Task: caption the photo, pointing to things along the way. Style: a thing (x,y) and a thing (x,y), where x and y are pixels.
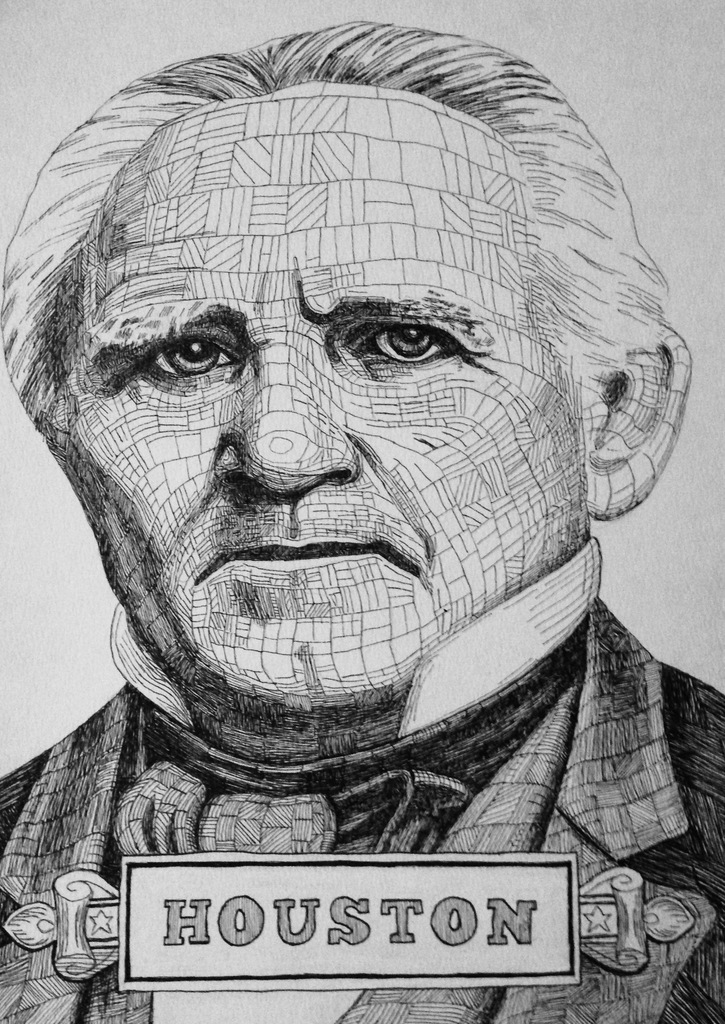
This picture is the sketch of the man (223,775). At the bottom of the picture (504,927), it is written as "HOUSTON". In the background (54,38), it is white in color.
